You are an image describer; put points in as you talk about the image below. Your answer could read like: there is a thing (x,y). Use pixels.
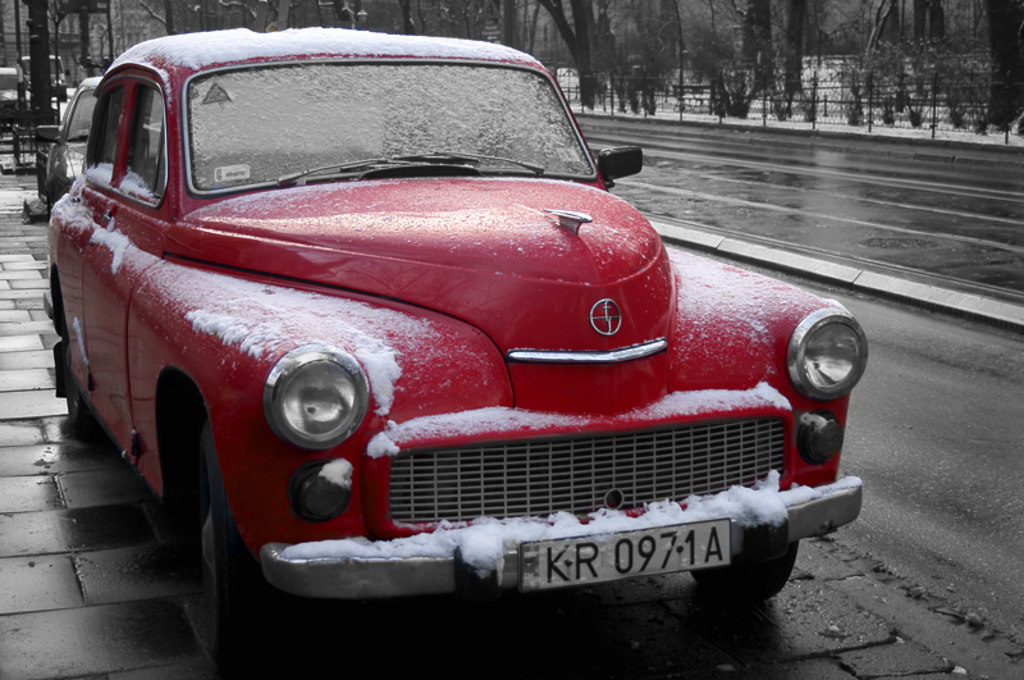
In the center of the image (417,374), we can see a car (363,337) covered with snow (386,390) and in the background (203,1), there are trees (707,60), fence (870,94) and we can see some other vehicles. At the bottom (910,480), there is road (901,233).
